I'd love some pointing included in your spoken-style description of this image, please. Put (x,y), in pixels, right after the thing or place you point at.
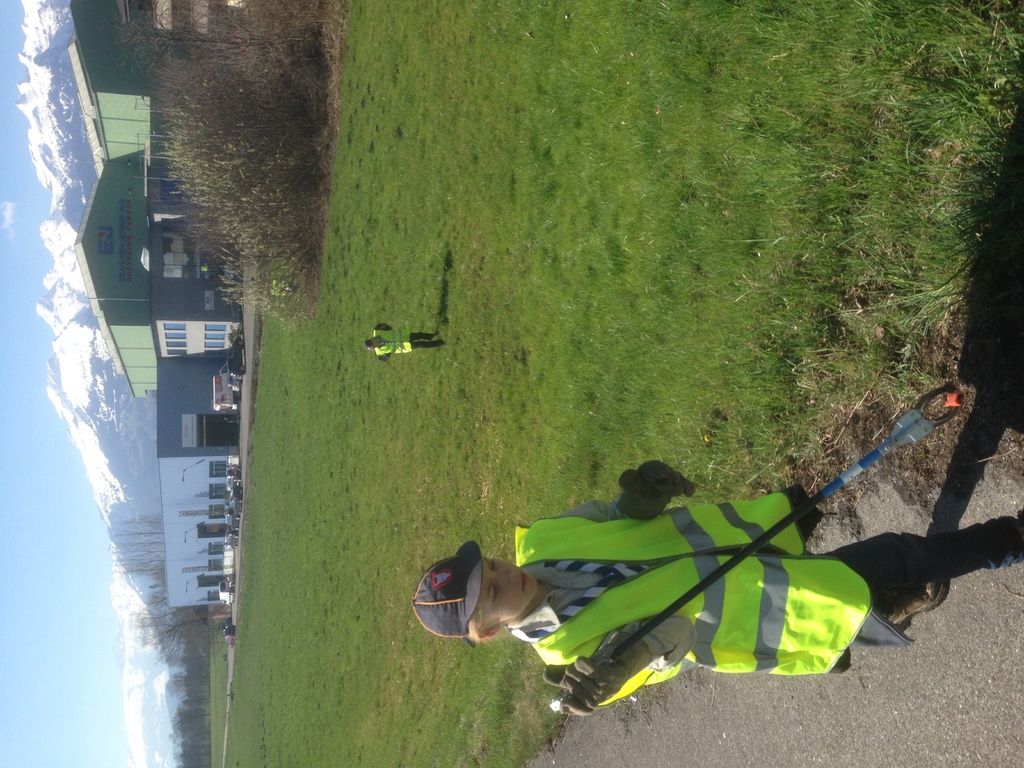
In this image we can see a person (591,612) holding an object (685,598) and walking on the road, there are some buildings (171,419), plants (241,191), grass (483,335), trees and mountains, also we can see a person (440,341) on the ground (445,260), in the background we can see the sky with clouds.
